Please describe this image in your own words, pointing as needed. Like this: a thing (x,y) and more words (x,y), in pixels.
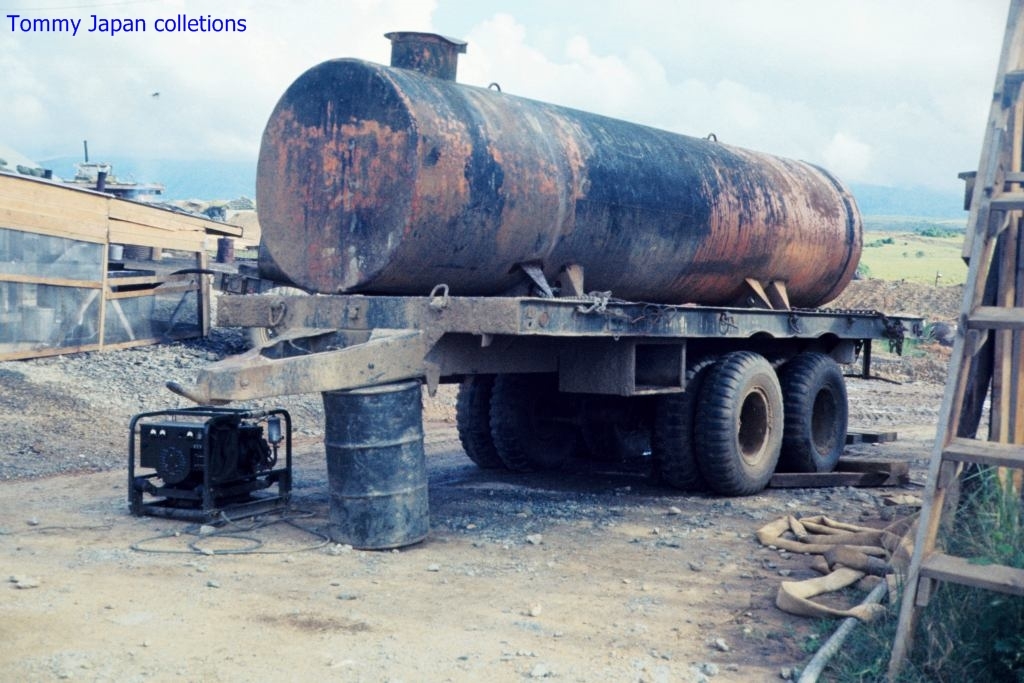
In this picture I can see the ground (528,536), on which I can see a tanker (584,220) and I see a barrel (413,404) and an equipment (172,456) near to it and I see few things (76,324) on both the sides. In the background (255,97) I can see the sky (930,100). On the top left corner of this picture (190,26) I can see the watermark (140,25).
